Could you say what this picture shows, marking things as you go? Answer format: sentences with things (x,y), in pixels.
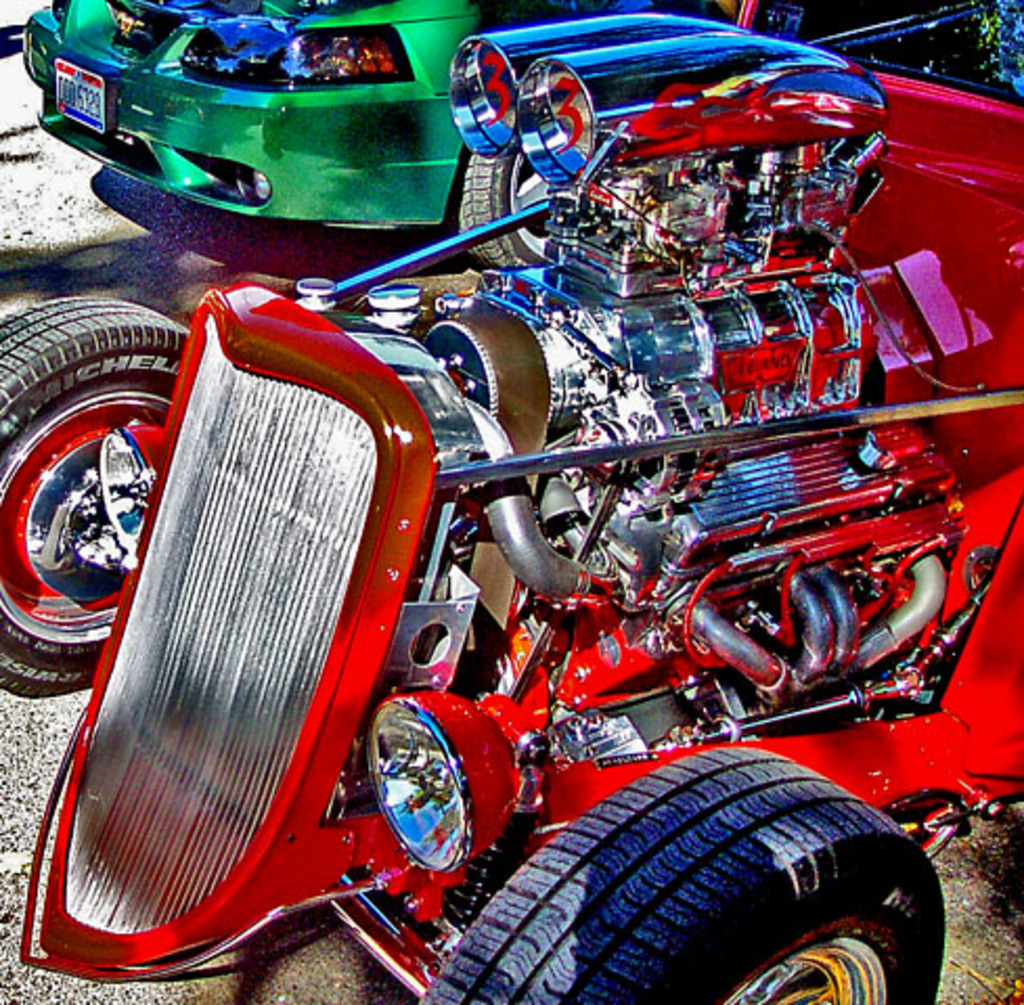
In the image we can see there are cars (366,336) parked on the road (63,728) and there is engine (642,329) of the car (736,369).
